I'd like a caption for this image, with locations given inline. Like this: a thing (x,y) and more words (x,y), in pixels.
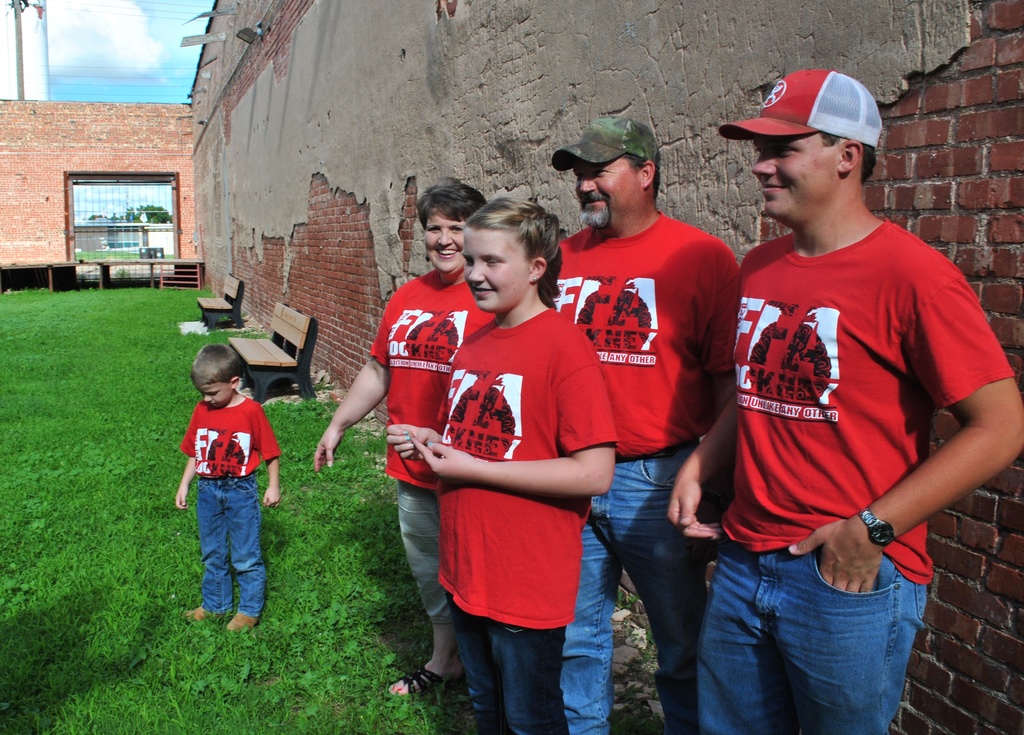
In this picture we can see caps (562,160), watch (866,520), benches (272,357), walls (265,173), tables (25,267), plants (104,527) and some objects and some people (741,523) standing and smiling and in the background (74,62) we can see a pole (21,45), building (158,224), trees (155,210), sky (76,92) with clouds (154,62).
